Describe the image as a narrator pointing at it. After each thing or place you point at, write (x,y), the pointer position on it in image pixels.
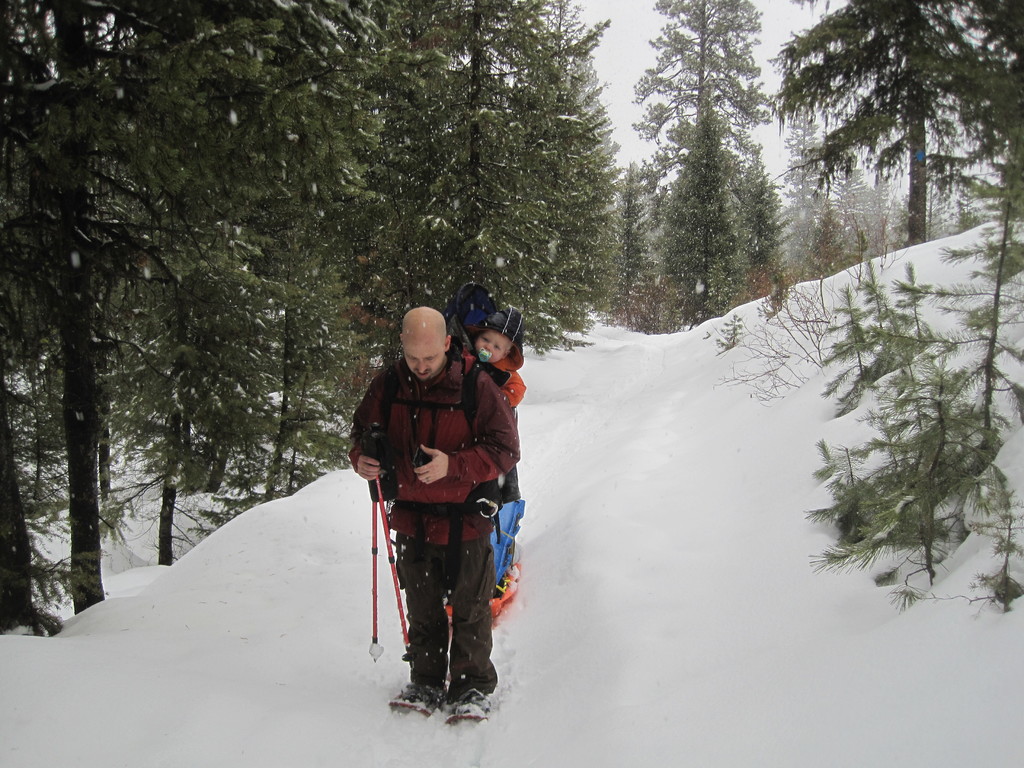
On the left side of the image (160,248) we can see trees (9,602) and snow (118,675). In the middle of the image (493,422) we can see a person (487,448) is standing and holding sticks (377,582) in his hand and back of him a boy (510,362) is there. On the right side of the image (787,309) we can see snow (846,436) and trees (687,98).
